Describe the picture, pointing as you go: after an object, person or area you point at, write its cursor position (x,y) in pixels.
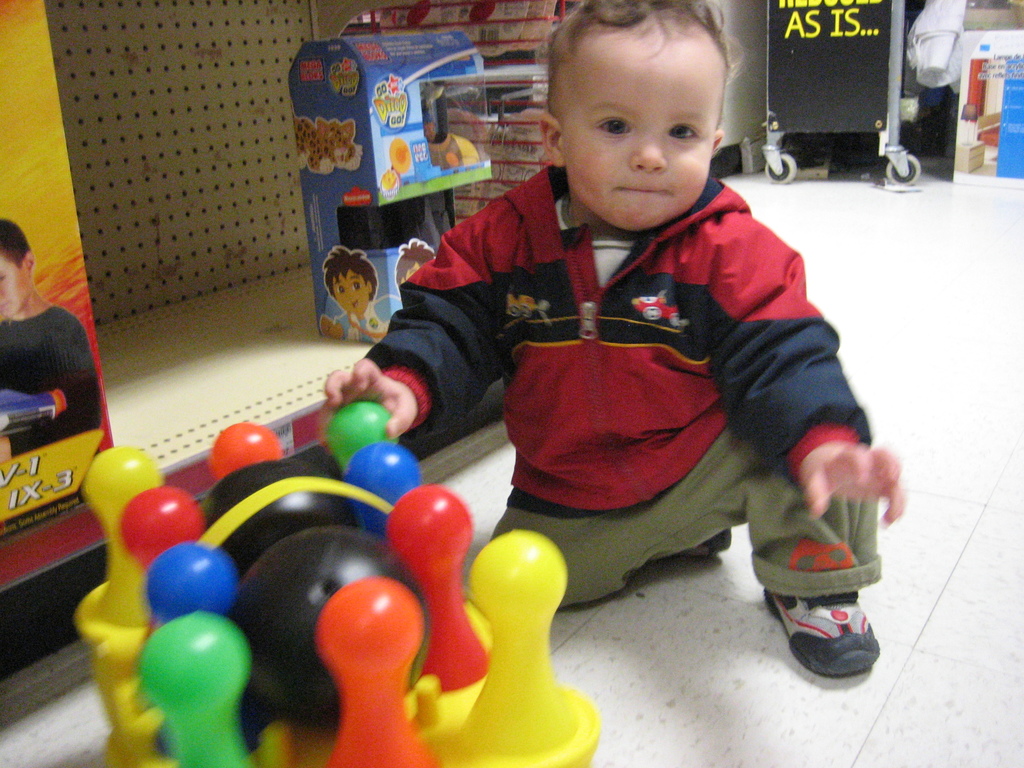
In this image, there is a kid (547,343) on the floor (670,604) wearing clothes (719,468) and holding a toy (340,427) with his hand (373,370). There is a banner (28,449) on the left side of the image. There is an another toy (357,222) at the top of the image (362,192).
